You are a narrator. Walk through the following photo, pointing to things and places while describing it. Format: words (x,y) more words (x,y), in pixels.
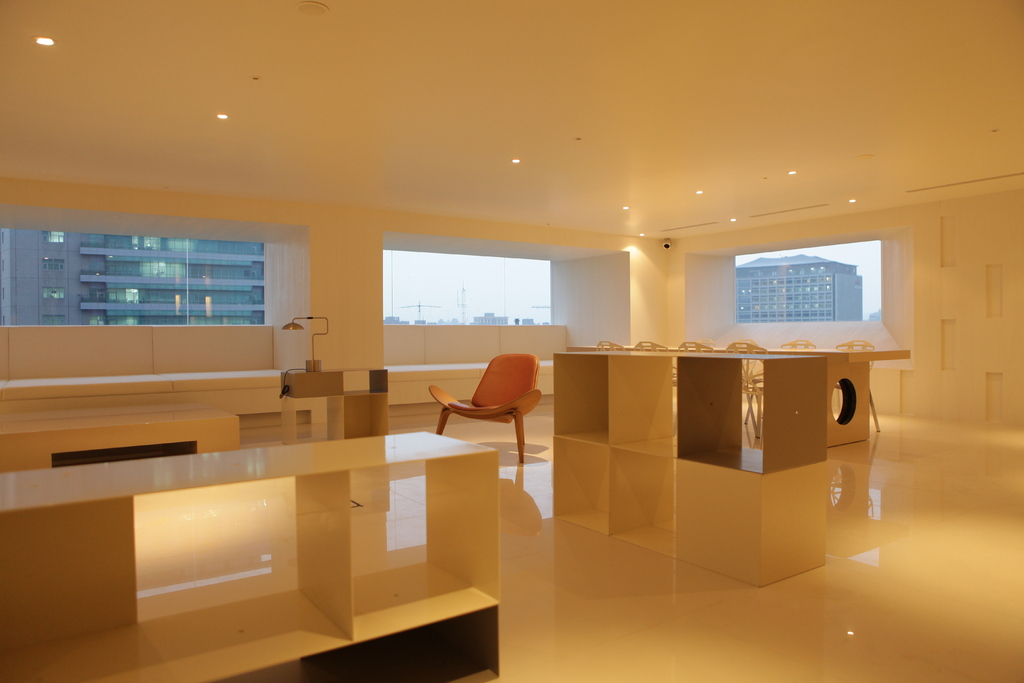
In this picture we can see inside of the building (688,223). We can see chairs (500,398), tables (489,454), floor (416,498) and windows (449,278), through windows (798,292) we can see buildings (224,273), poles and sky (419,286). At the top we can see lights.
